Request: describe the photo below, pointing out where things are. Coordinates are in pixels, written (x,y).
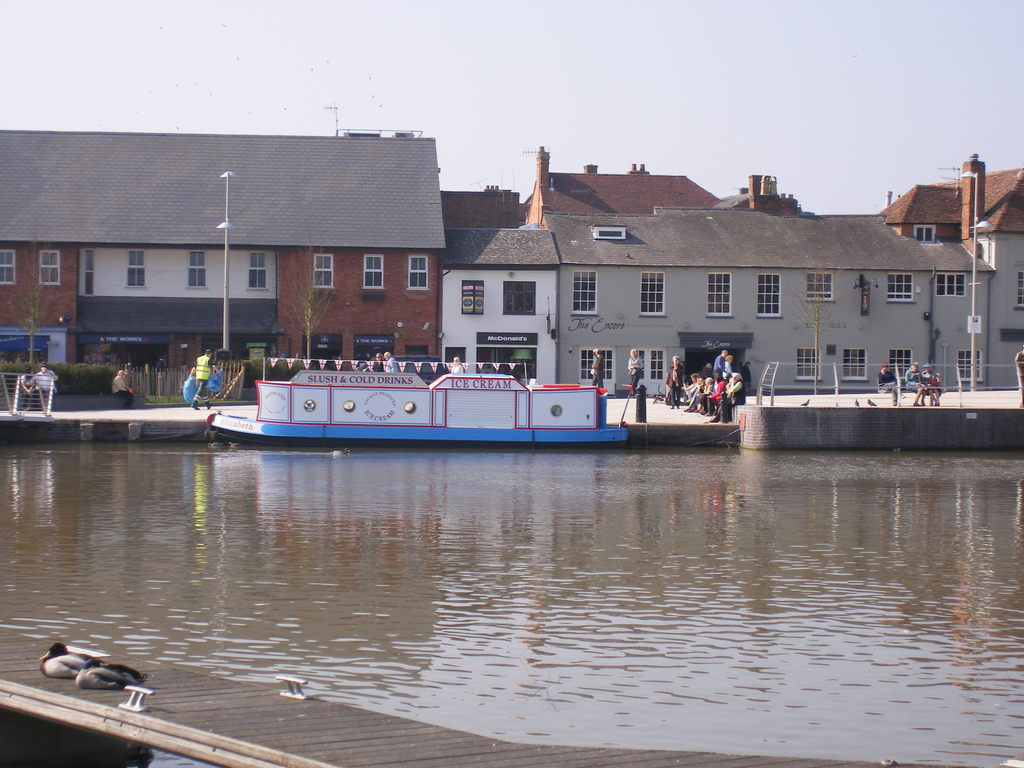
In this picture I can see on the left side (169,712) two ducks (88,665) are sitting on the wooden plank (184,706). In the middle (656,512) there is water (273,446) and there is a ship (337,383) in blue and white color. Few people (720,388) are sitting on this thing (784,406) and there are houses (389,250) at the back side of an image (525,247). At the top (391,81) it is the sky (392,68).
